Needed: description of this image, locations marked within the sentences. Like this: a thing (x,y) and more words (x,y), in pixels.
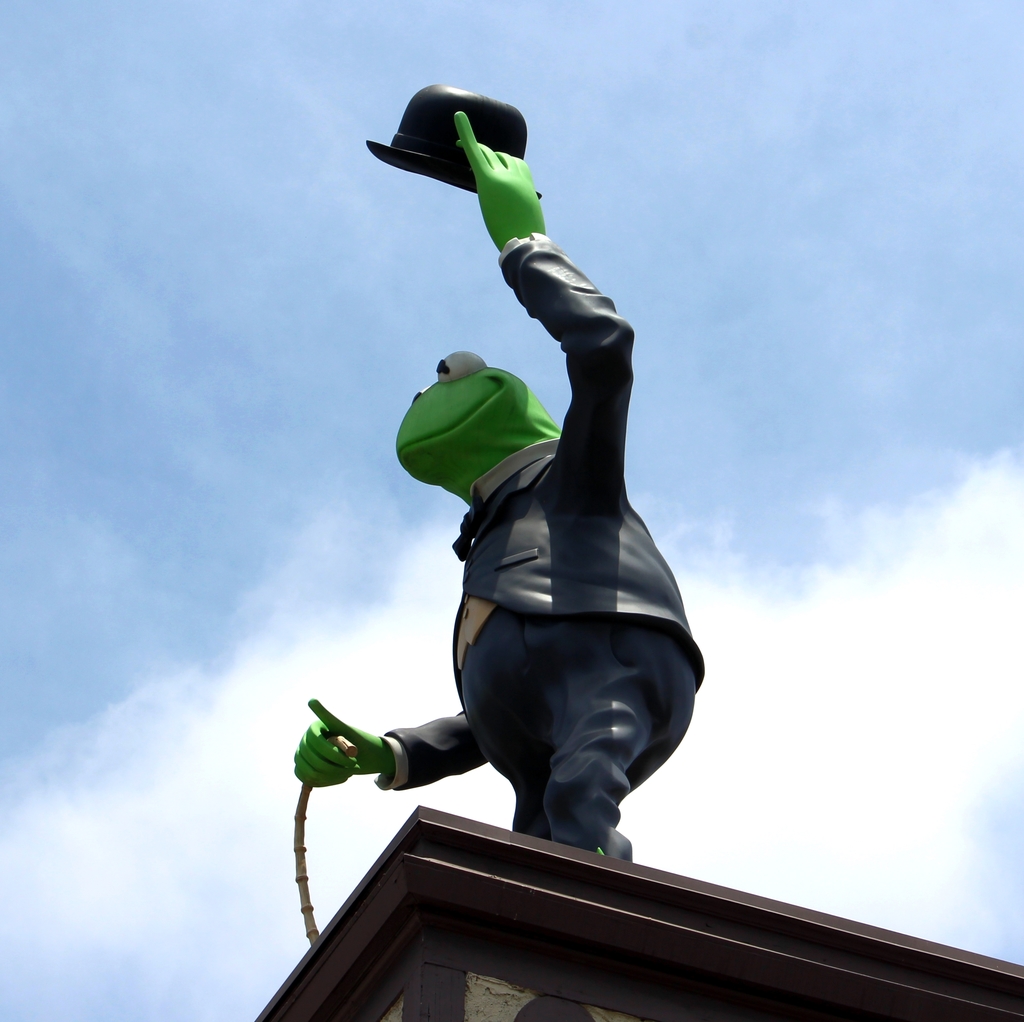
In the center of the image (495,391), we can see a statue (581,742) and in the background (816,342), there are clouds (735,604) in the sky (690,234).
